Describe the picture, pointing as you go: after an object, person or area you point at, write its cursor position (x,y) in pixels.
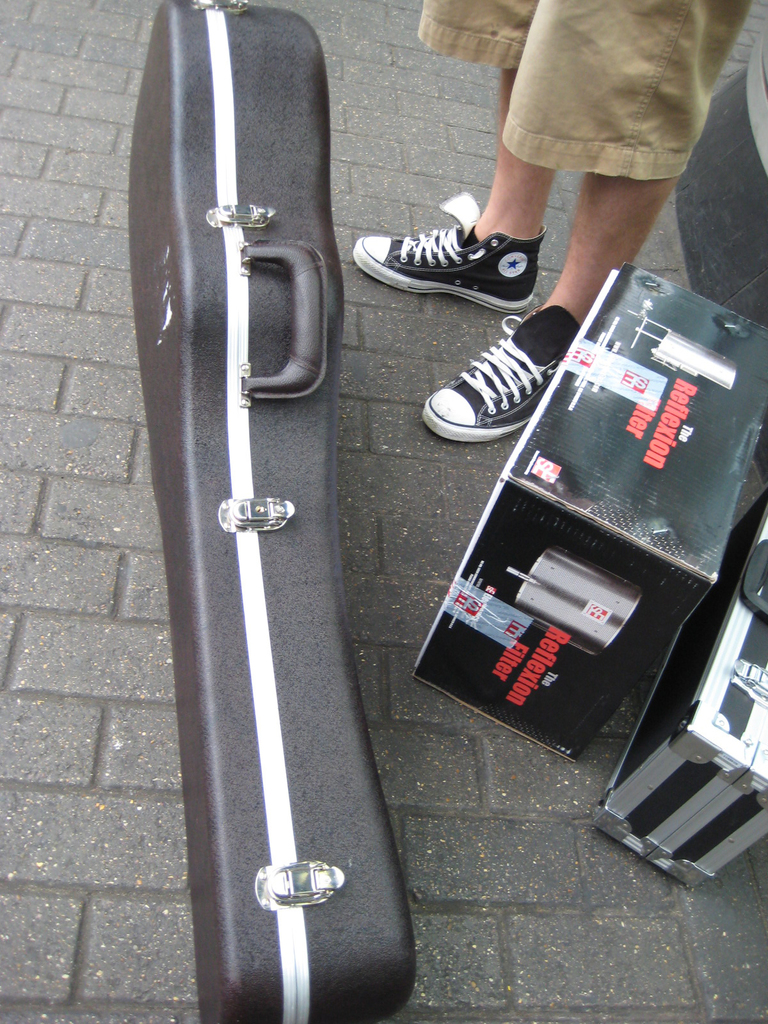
In this image on the ground (418,699) there is a guitar case (291,757). There are two boxes (641,610) here. A person's legs (602,59) are visible in the top right (513,185).
